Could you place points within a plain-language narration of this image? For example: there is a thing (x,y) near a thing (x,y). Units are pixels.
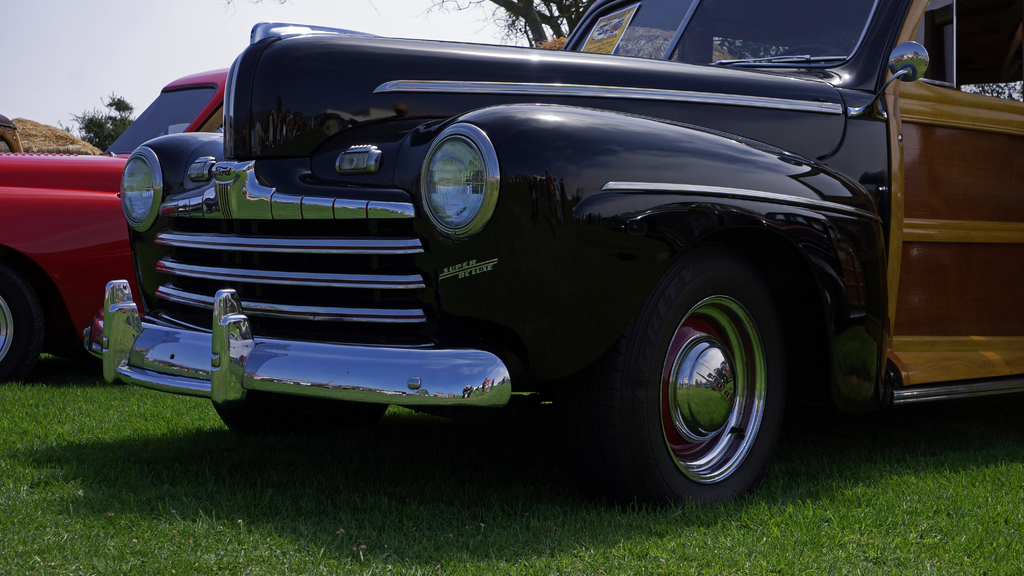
In this image we can see cars (307,192). On the ground (390,520) there is grass (667,517). In the background (257,14) there is sky (140,37) and trees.
